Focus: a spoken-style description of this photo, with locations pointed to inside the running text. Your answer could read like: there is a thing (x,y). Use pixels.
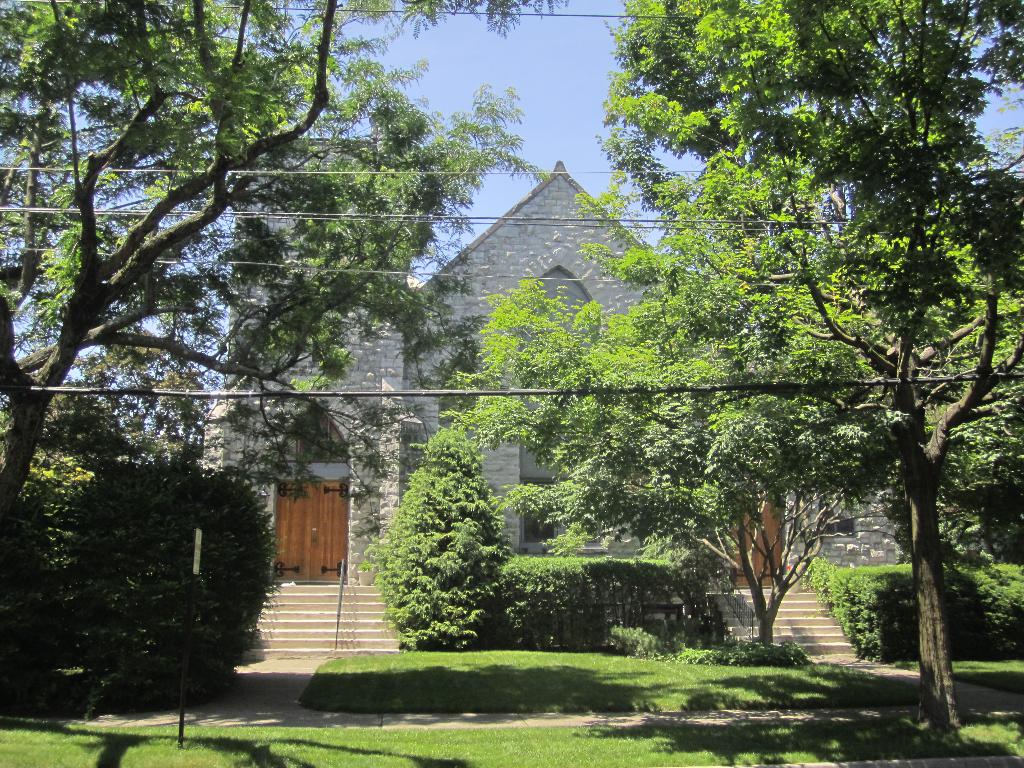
In this picture I can see a building (398,486), trees (1011,450) and grass (388,765) on the ground (634,694) and I can see a board (199,572) to the pole (185,643) and a blue sky (568,126).
